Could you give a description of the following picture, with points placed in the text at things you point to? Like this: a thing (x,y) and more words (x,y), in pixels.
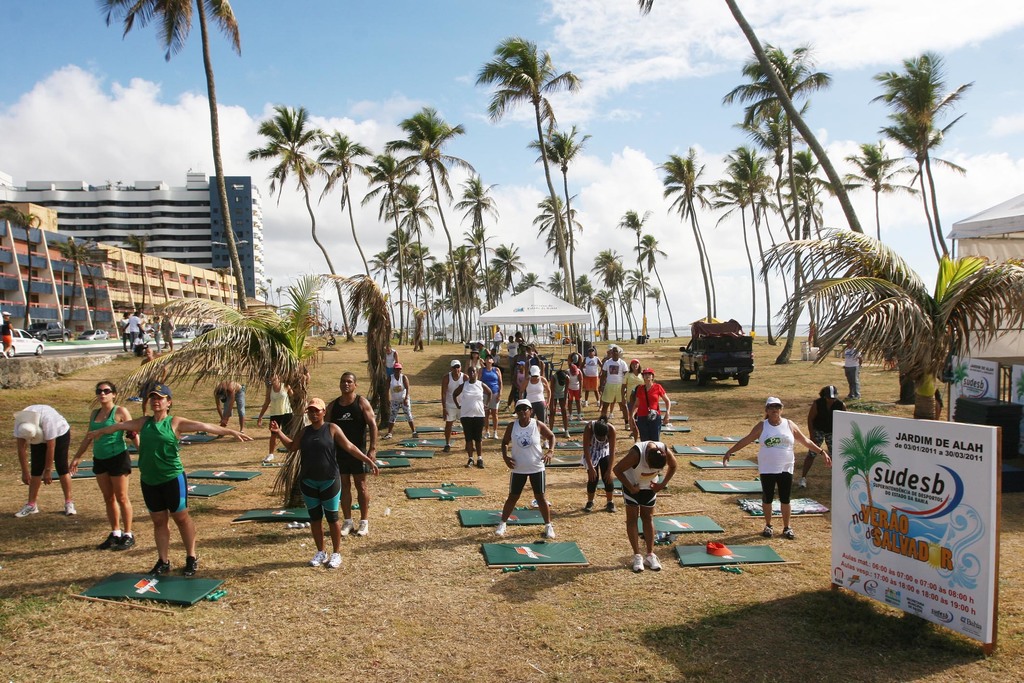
In this picture there are people (174,494) in the center of the image (392,348), it seems to be they are exercising and there are trees (1008,293) in the center of the image (383,310), there are buildings (169,287) on the left side of the image (151,198) and there is a poster (966,514) on the right side of the image (996,455).
